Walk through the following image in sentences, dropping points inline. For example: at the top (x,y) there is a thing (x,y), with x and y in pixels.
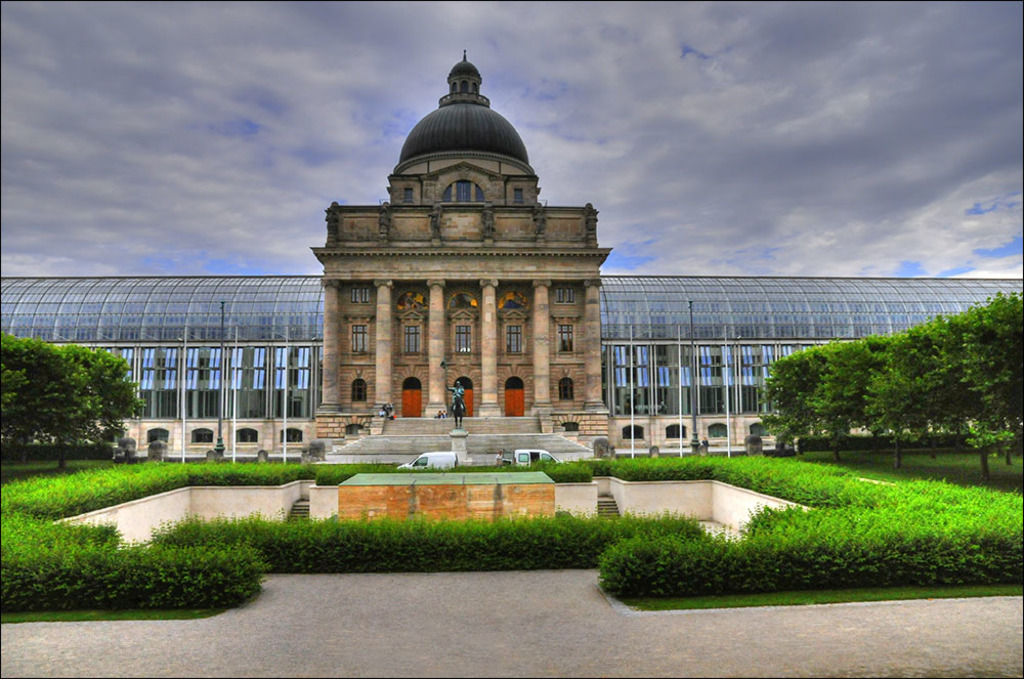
In this picture we can see a statue (454,428) on the pillar (453,449). Behind the statue (460,393) there are vehicle (450,465), poles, a building (510,413) and the sky (724,111). On the left (30,381) and right side of the statue (461,411) there are trees (75,433), plants (550,523) and grass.
